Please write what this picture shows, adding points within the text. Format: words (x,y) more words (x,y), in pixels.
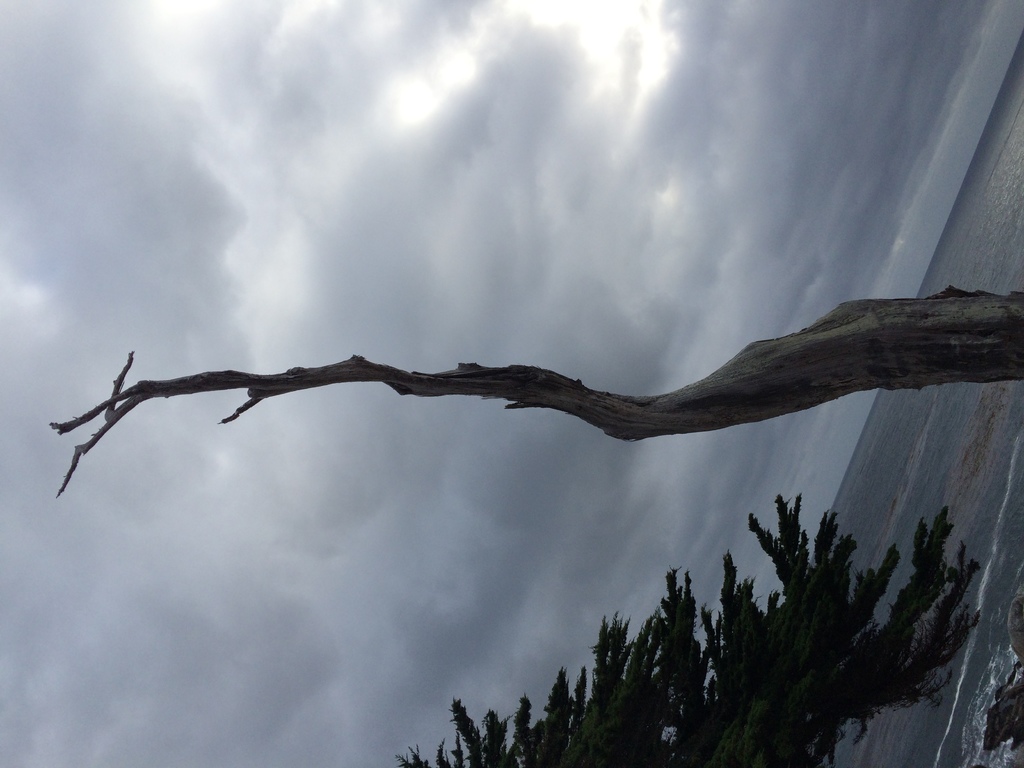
In the center of the picture (558,399) there is a trunk (982,329) of the tree (905,327). At the bottom (696,659) there is a tree (799,615). On the right (960,461) there is a water body (942,431). In this picture there is sky (642,120), sky (566,106) is cloudy.
